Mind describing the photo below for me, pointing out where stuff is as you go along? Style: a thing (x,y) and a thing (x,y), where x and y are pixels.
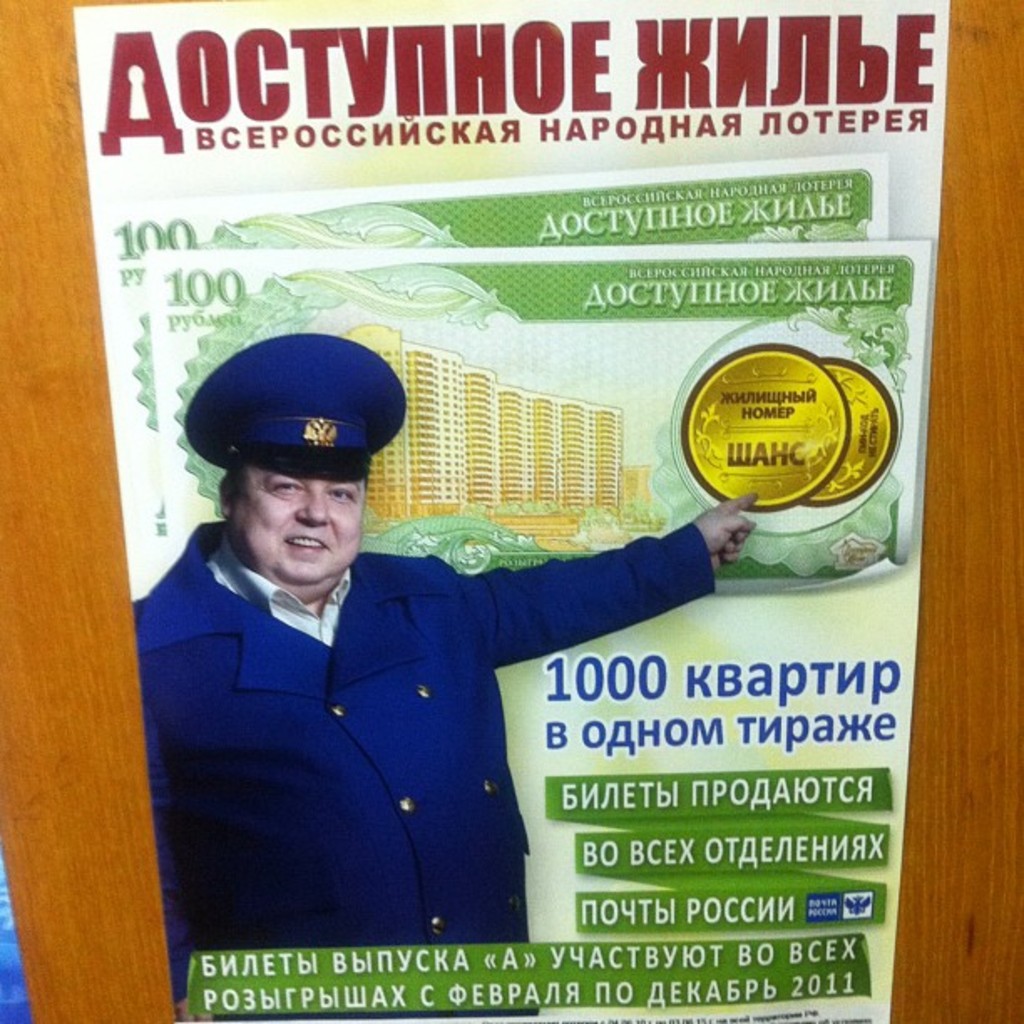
In the foreground of this image (162,471), there is a poster (170,499) on the wooden surface (40,554) and we can see some text (456,128), a building (516,493), a person (463,641) and coins (748,454) on the poster (732,483).
